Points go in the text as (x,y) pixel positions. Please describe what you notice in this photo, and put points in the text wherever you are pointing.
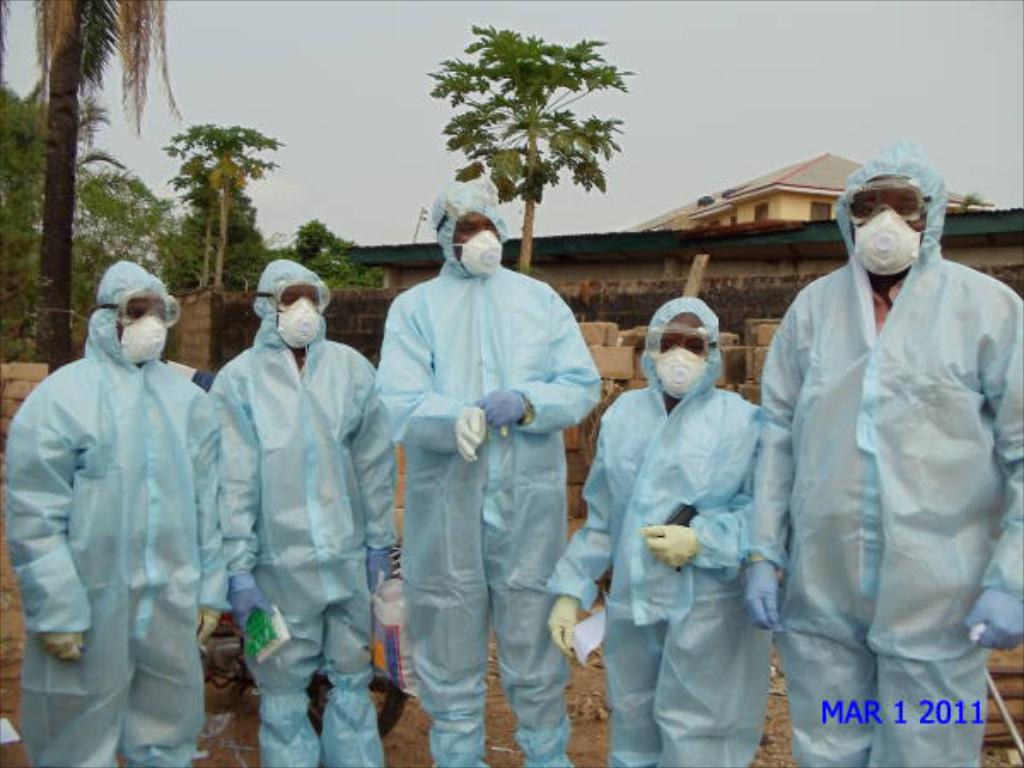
In this image I can see few people (870,368) wearing the blue color dresses (494,482) and also these people (267,349) with white color mask (466,257). In the back (222,267) I can see the house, trees (109,259) and the white sky (584,213).
